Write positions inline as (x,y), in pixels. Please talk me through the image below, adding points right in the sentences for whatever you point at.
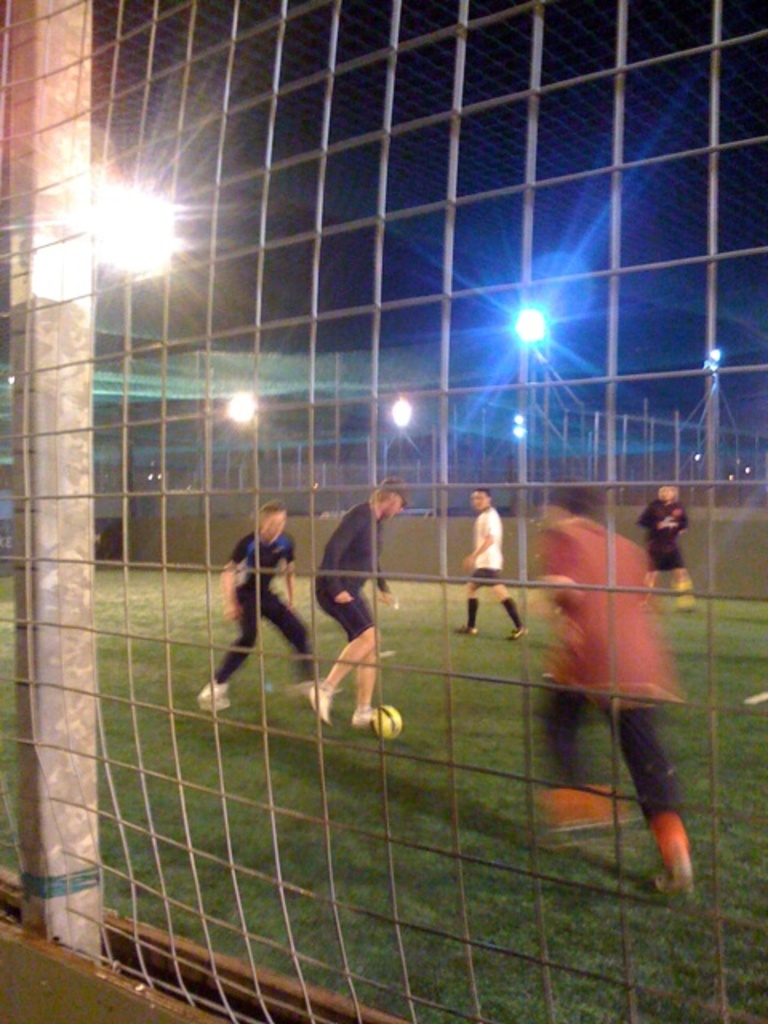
This image is taken outdoors. In the middle of the image (377,657) there is a mesh (395,899). Through the mesh (110,118) we can see there is a pole (80,288). There is a ground (405,774) with grass (408,744) on it and a few men (252,638) are playing football with a ball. There are a few poles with street lights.
